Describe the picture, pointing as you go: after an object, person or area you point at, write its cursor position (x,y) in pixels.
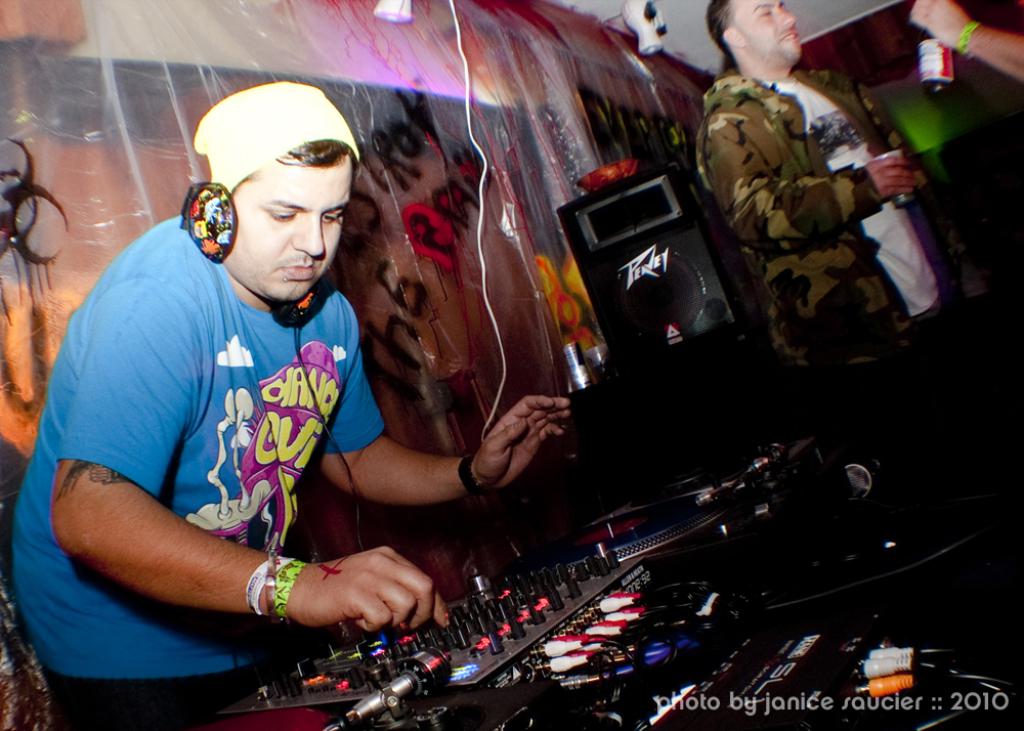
At the bottom of the image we can see some electronic devices (464,687). Behind them few people (754,61) are standing and holding some bottles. Behind them we can see some speakers (583,218) and wall (143,116).
